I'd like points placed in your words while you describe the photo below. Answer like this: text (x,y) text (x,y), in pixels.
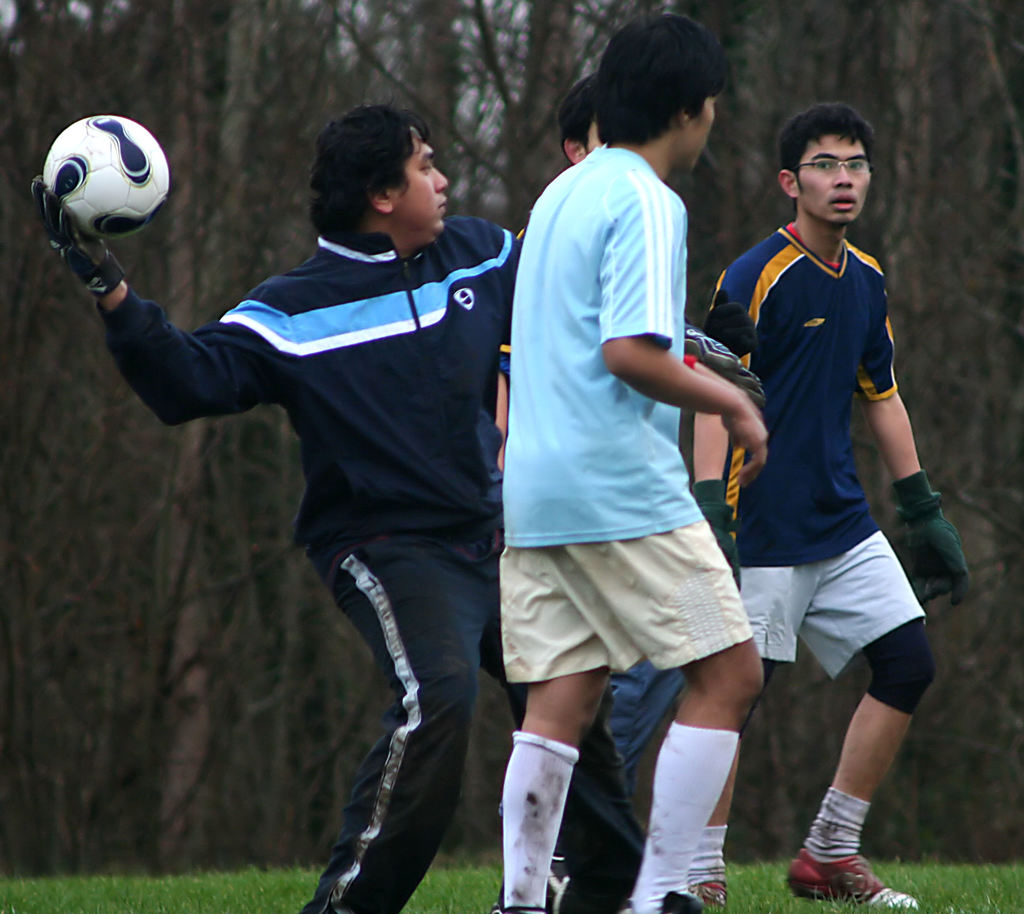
There are four people (684,389). They are standing. On the left side (329,221) we have a person (454,282). He's holding a ball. We can see in background (339,80) trees (384,61).
